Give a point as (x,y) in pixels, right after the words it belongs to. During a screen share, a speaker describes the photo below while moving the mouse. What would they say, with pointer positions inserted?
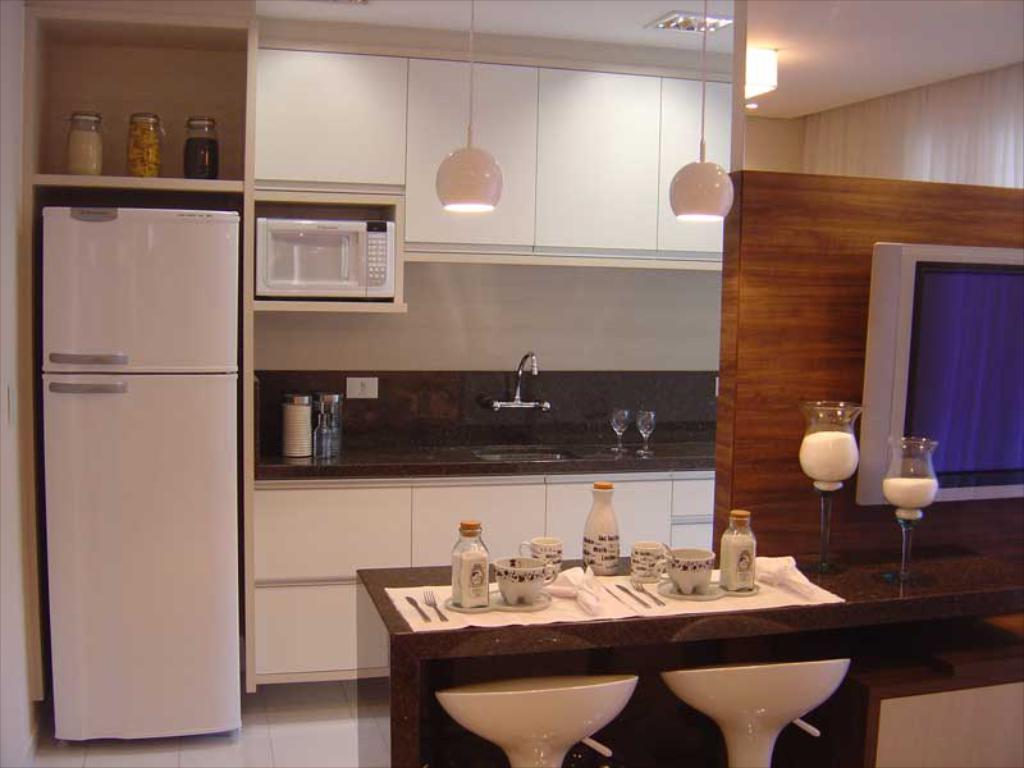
In the center of the image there is a table (769,624) on which there are cups (510,578), knife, fork (646,594) spoons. There are glasses (924,448). There are chairs (691,677). In the background of the image (511,456) there is a sink (526,448). There is a refrigerator (211,474). There are cupboards (371,193). There are lights (683,213). To the right side of the image (898,252) there is a TV (955,438). At the top of the image (913,87) there is ceiling (946,39).
